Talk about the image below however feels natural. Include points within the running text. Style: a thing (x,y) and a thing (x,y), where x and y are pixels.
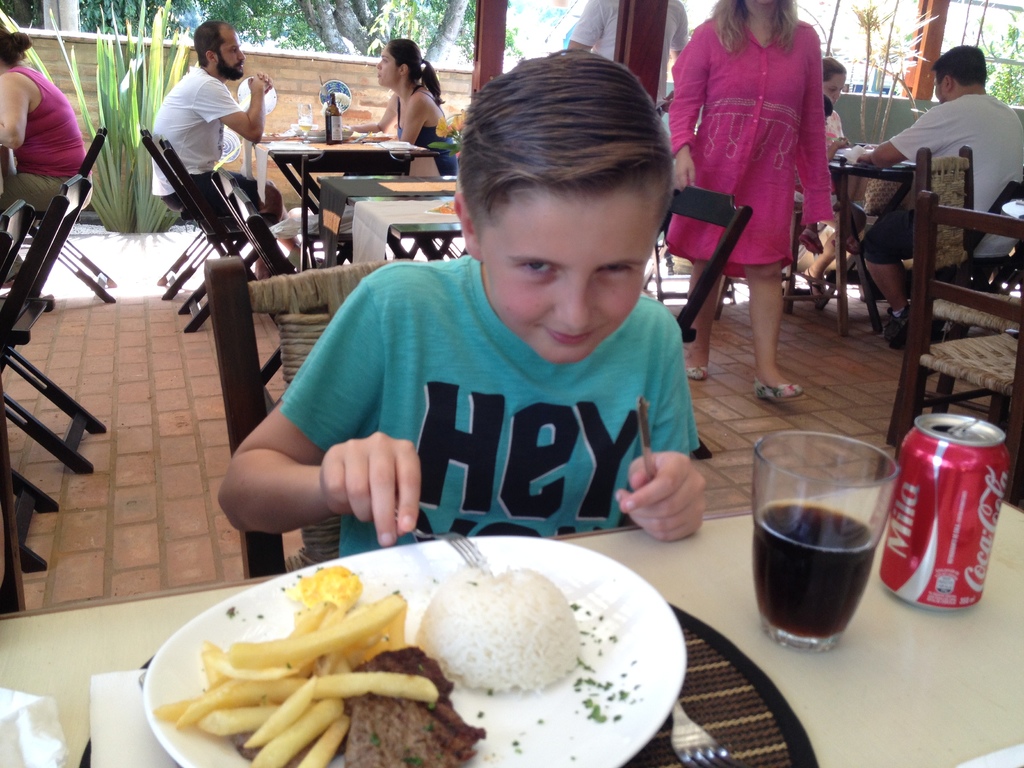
on the table (845,706) there is a plate (643,661) in which there are food items (502,620) and a glass (823,539) and a tin (945,539). a person (524,443) is eating that food (457,628), holding a fork (463,536) and a knife (650,449) in his hand (663,456). behind him there tables (341,192) and chairs (13,247) and people (234,115) are seated. from the right people (717,127) are entering inside. at the back (318,80) there's a wall (292,79) and trees (230,17).
